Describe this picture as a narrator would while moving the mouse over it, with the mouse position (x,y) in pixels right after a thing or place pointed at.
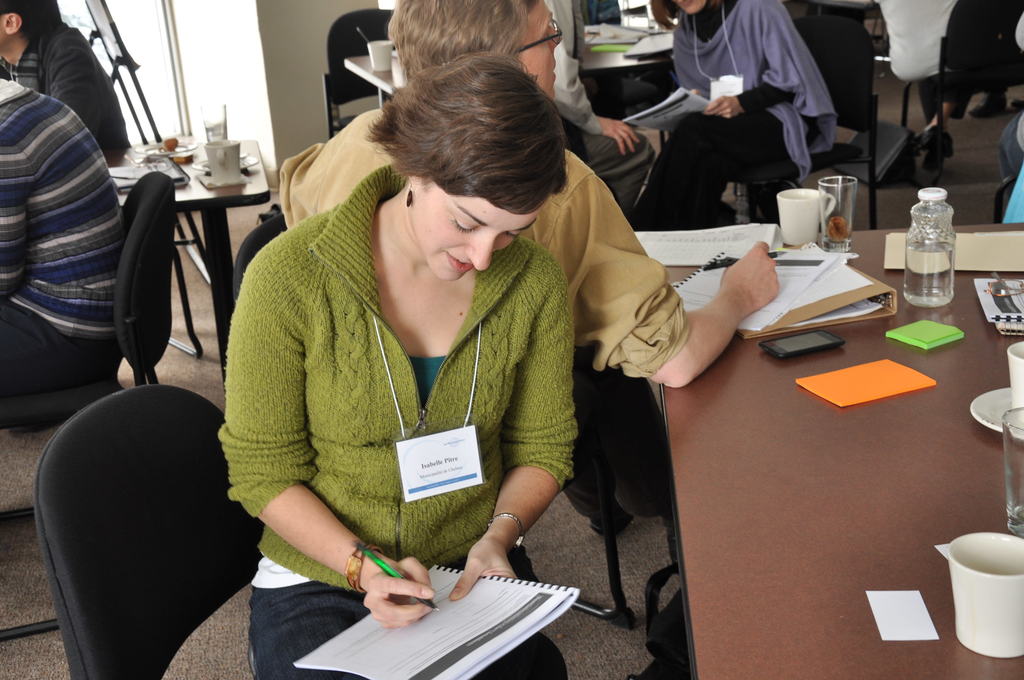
This image is taken inside a room (590,243), there are few people (576,223) in this room (596,567). In the middle of the image (425,407) a woman (283,294) is sitting on the chair (145,574) and writing on the book (453,615). In the right side of the image (1006,252) there is a table (749,661) and there are many things (990,583) on it. In the left side of the image (7,238) a man (7,238) is sitting on the chair (150,370). At the background (702,17) there are many people (933,49) sitting and discussing. There is a wall (293,79).
